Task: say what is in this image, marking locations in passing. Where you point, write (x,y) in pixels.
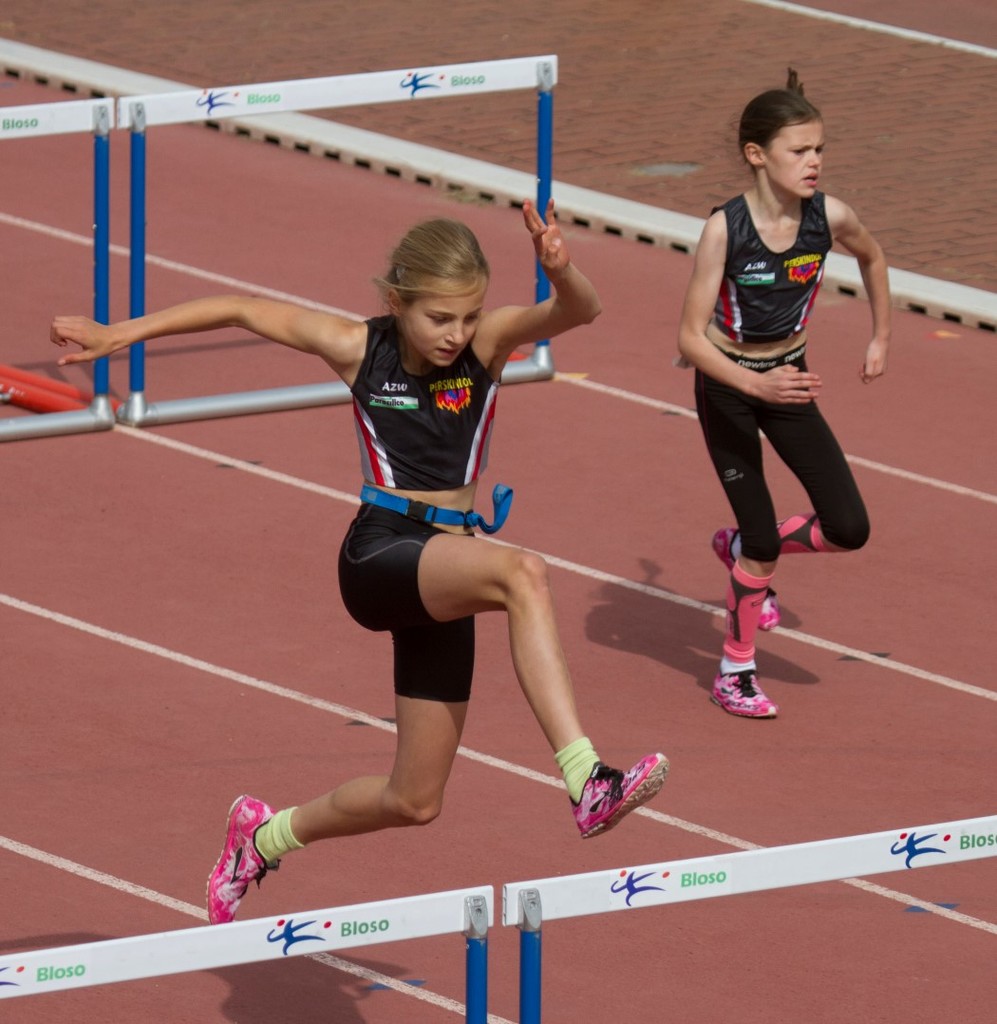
Here a girl (460,414) is doing running, she wore black color dress (402,521) and on the right side (738,394) an another girl (774,380) is also running.
